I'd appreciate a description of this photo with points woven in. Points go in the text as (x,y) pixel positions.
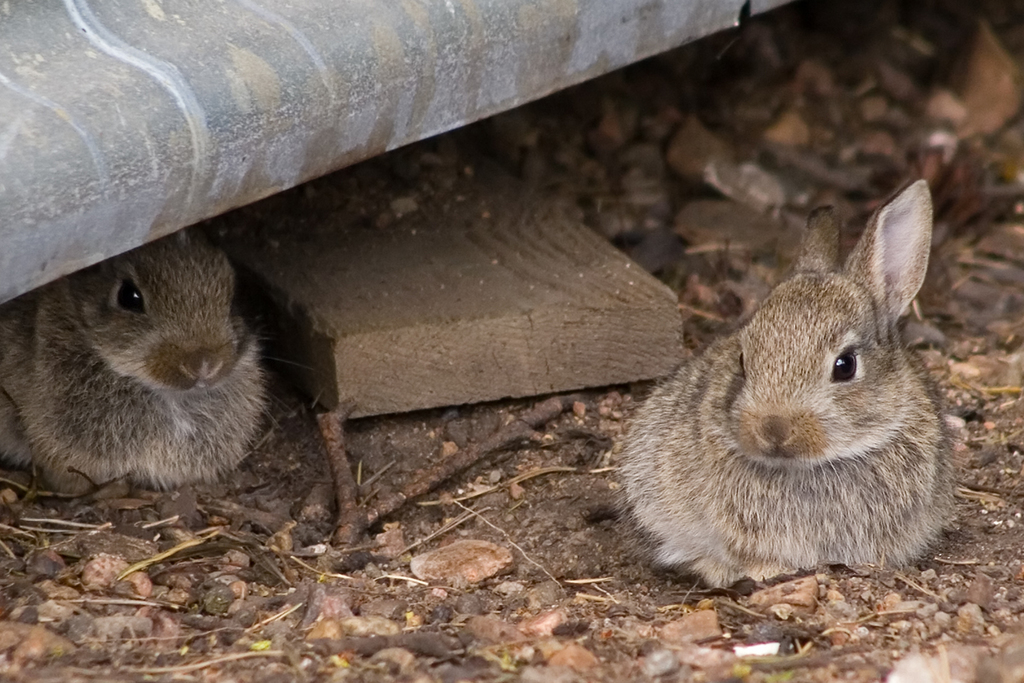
In this image I can see the ground (623,531), a wooden log (499,349) and two animals (170,358) which are cream and brown in color on the ground (566,543). I can see an object (153,125) to the top of the image (217,67).
